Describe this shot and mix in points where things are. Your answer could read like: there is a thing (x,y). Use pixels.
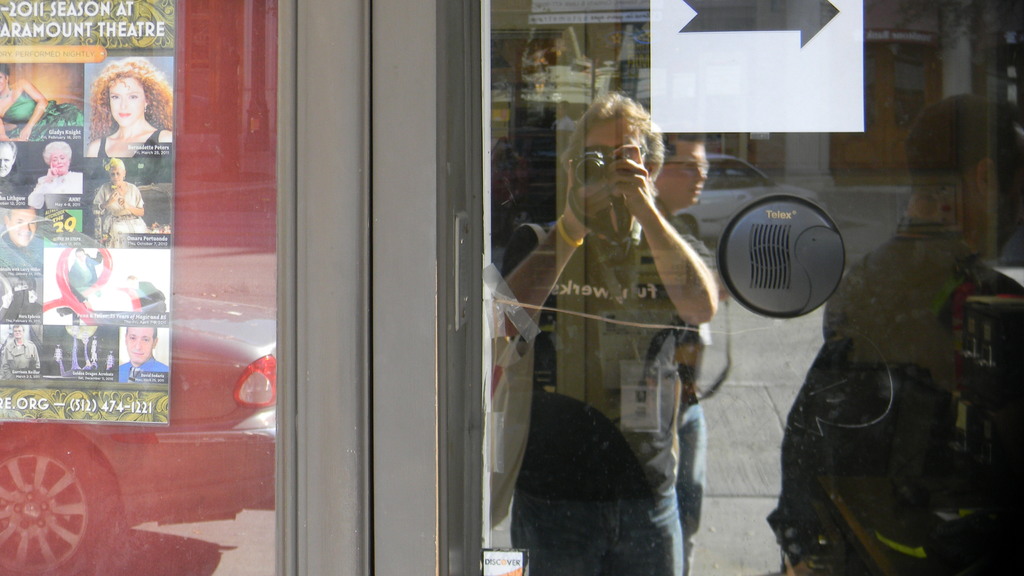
In the image we can see there are many people (692,341) wearing clothes (624,349), this person (630,307) is holding a camera (588,177) in hand (626,196). We can see there is a vehicle (745,190) on the road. This is a poster (113,112) and this is a road (753,432).
